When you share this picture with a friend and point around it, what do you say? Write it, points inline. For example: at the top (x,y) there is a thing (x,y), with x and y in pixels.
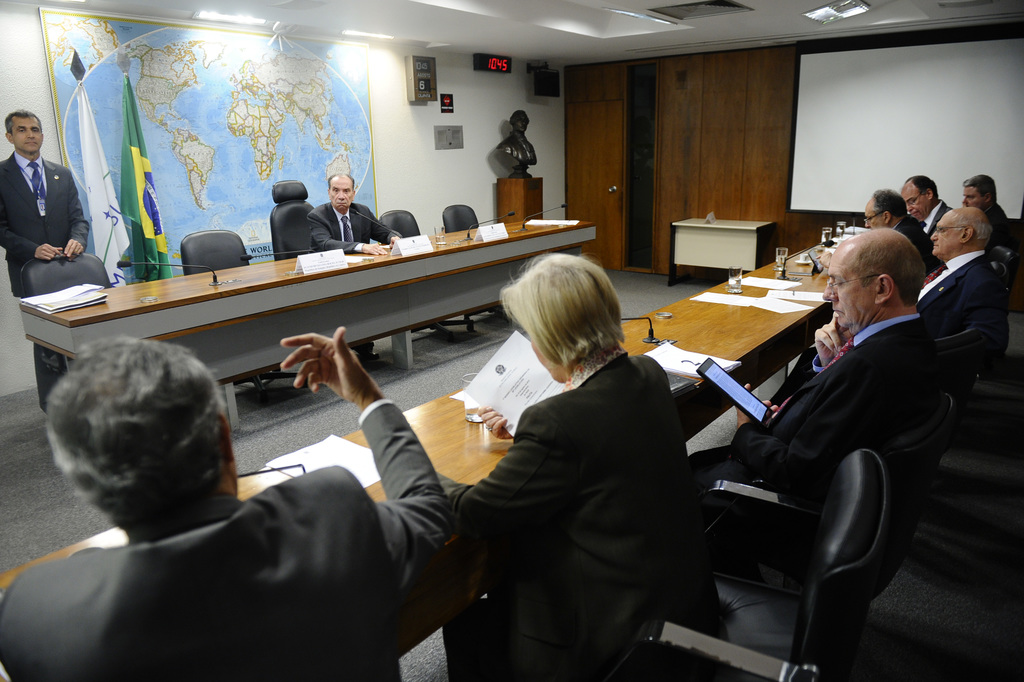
This is a picture consist of inside view of room (383,210), on the right side (867,263) I can see the number of persons (888,235) sitting in the chair (762,499), in front of them there is a table (740,327), on the table (728,341) there are paper (680,353) and glass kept on the table (809,322) and a person (865,424) holding a tablet (741,388) on his hand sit on the chair (824,492), on the left side (12,206) a person (30,243) stand in front of a chair (52,265) and there is a map (197,67) attached to the wall (18,75) and there are some flags (92,131) kept on the left side (98,203) and there is a mike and there are some papers (488,234) and glass (443,228) kept on the table (304,274). And there is a sculpture (521,119) in the middle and there is a white color board (862,71) on the right side (832,75) corner and there is a display (488,59) visible on the middle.
